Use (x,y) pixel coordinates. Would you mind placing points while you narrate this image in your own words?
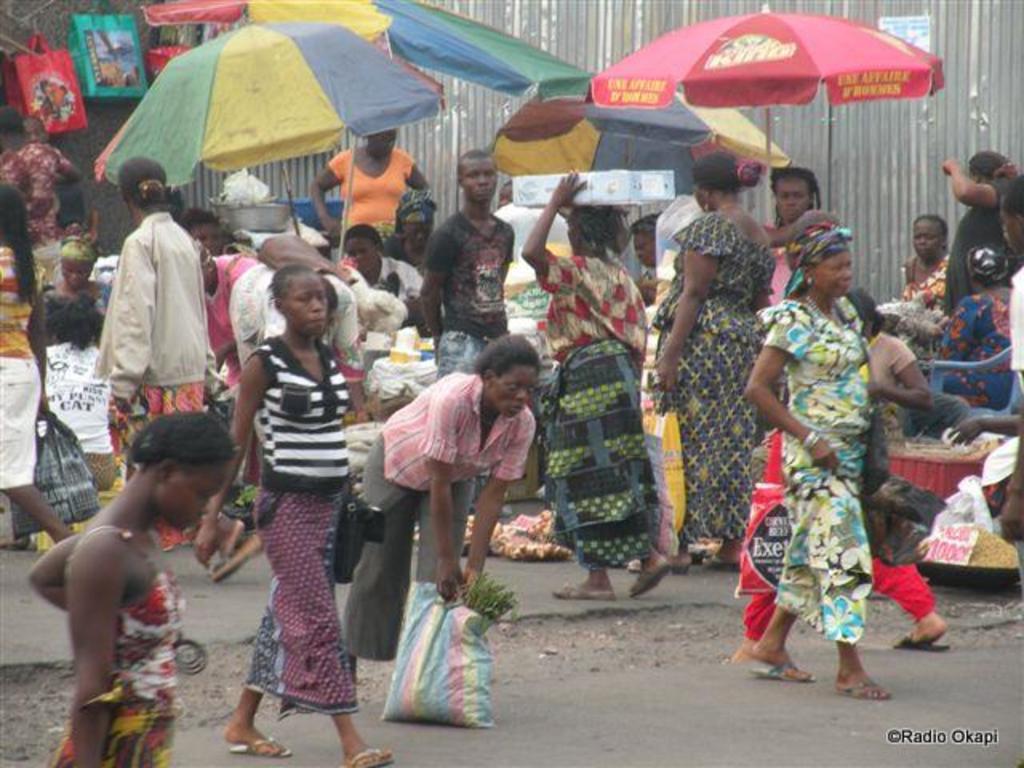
In this image we can see persons (886,364) on road (213,562), vegetables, umbrellas (663,161), bags (15,58) and wall (811,117).
